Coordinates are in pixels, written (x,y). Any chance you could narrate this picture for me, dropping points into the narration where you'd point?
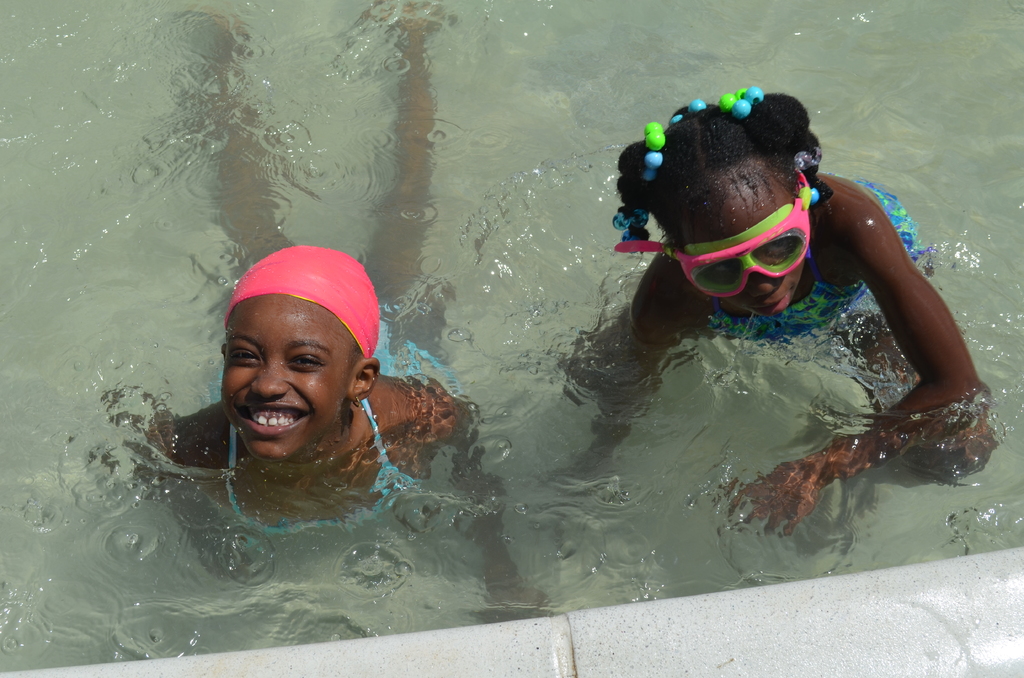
In this picture there are two girls (644,171) in the center of the image (613,411) in a swimming pool (156,284).
